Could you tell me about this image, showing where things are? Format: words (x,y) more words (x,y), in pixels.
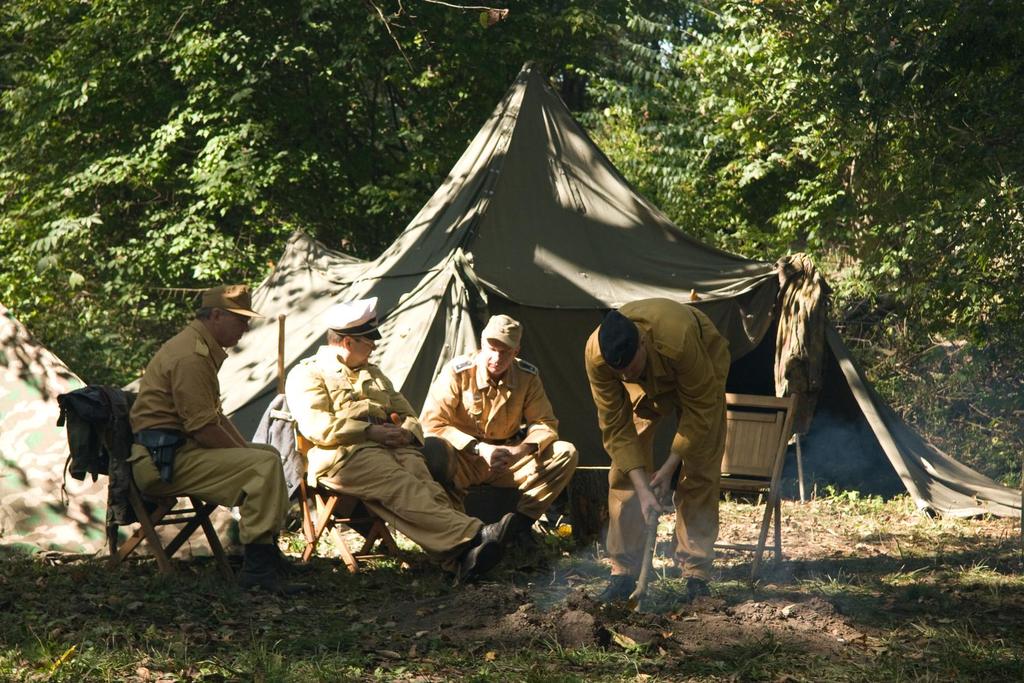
In the image there are three men (469,387) sitting on the chairs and they kept caps (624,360) on their heads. There is a man (651,386) in the bending position and holding the stick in his hand (652,507). At the bottom of the image (296,614) there is a ground (534,579) with grass (865,578) and dry leaves (236,633). In the background (264,327) there is a tent (260,332) and also there are trees (962,452).
